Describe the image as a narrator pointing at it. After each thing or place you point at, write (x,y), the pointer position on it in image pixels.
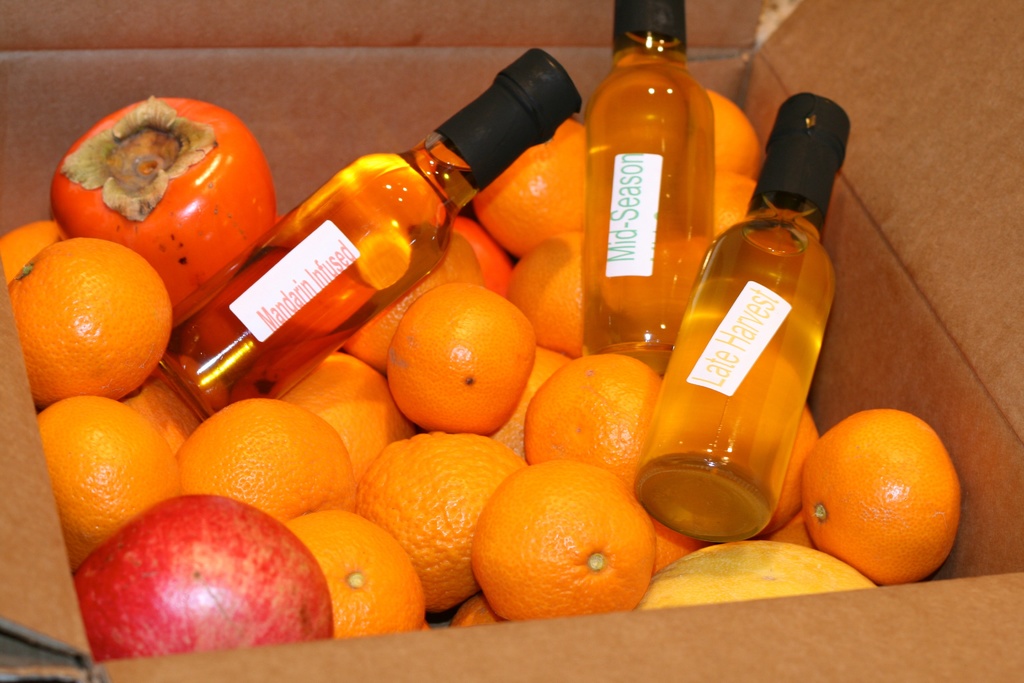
In this image there is a cardboard box (57,575) with many oranges (571,535), a pomegranate (158,572) and three bottles (432,215) with labels (642,217) on them in the box (903,341).
